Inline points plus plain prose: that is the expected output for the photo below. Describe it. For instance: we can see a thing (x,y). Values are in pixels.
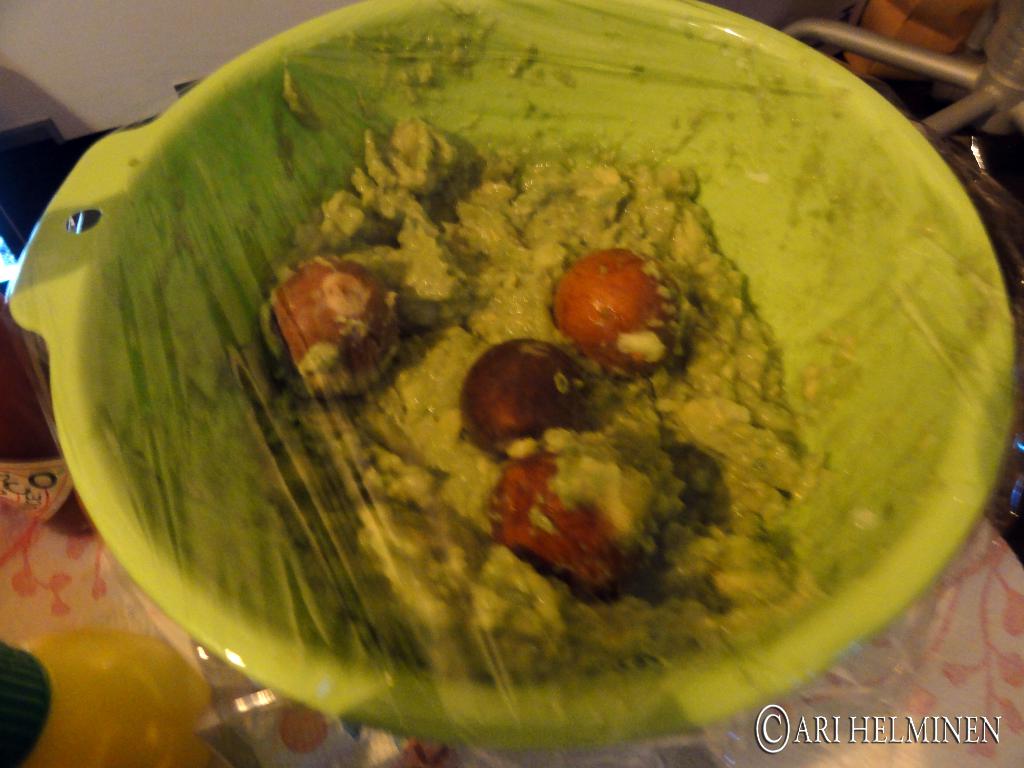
In this image there is a food item (451,609) in a bowl (998,344), which is packed, around that there are a few objects (1011,447).
